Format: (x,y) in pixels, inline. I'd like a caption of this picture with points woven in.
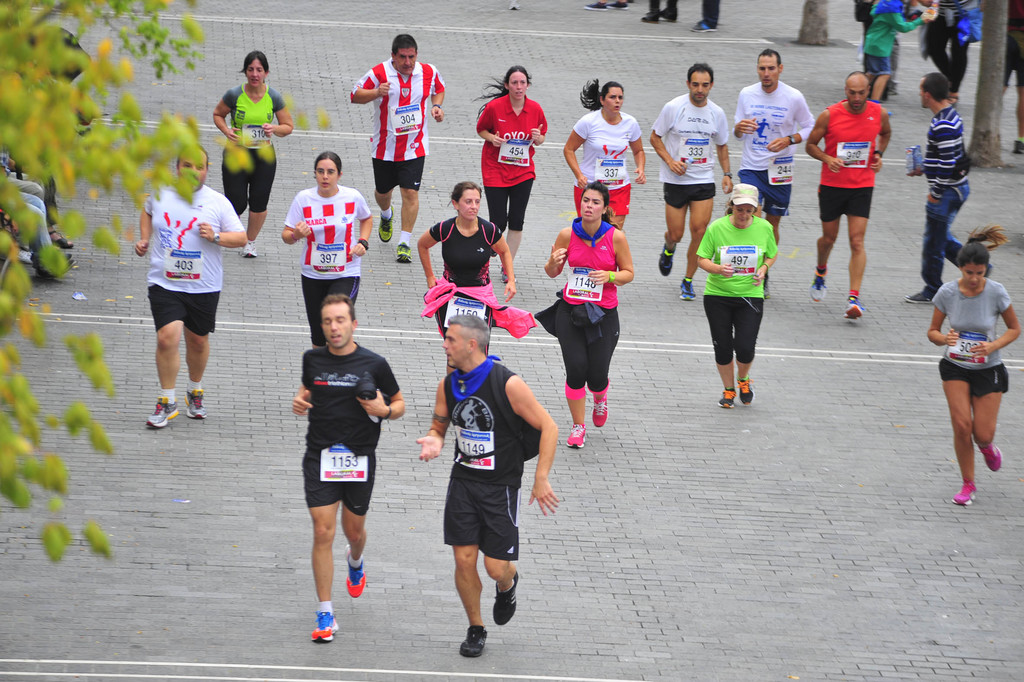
This picture describes about group of people (576,282), few people (722,309) are running and few (673,2) are standing, and we can find few trees (68,165).
